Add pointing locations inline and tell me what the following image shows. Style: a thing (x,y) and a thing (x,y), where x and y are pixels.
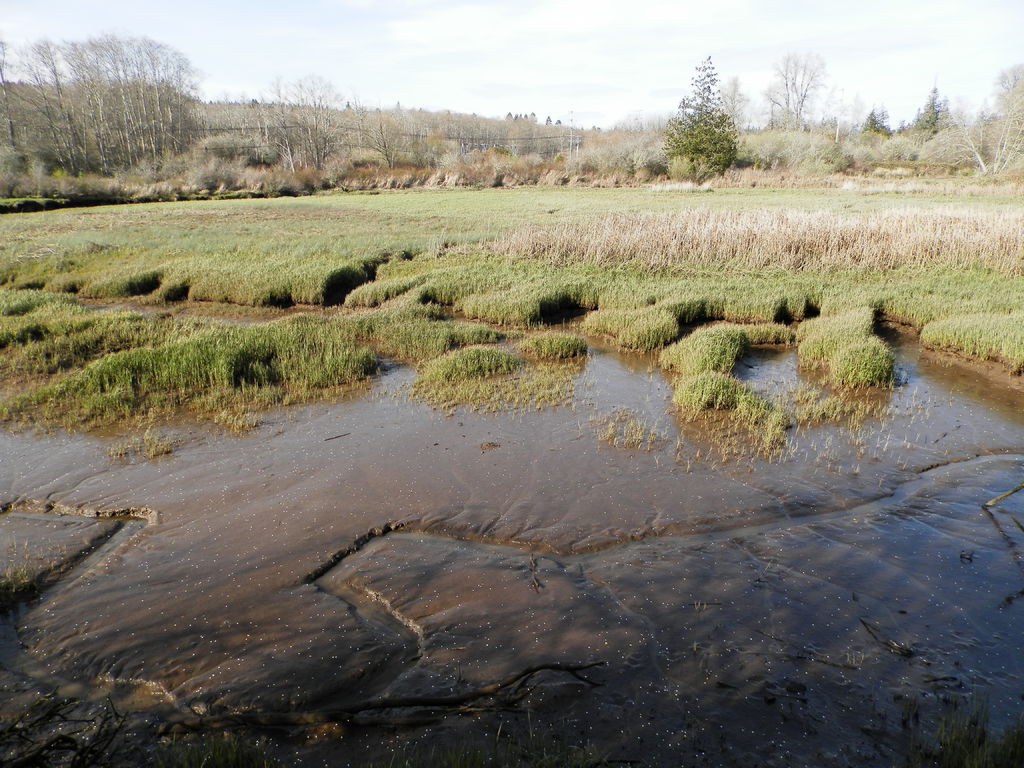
This picture shows trees (914,128) and we see on the ground (501,390) and we see water (1000,422) and a cloudy Sky (554,75).
